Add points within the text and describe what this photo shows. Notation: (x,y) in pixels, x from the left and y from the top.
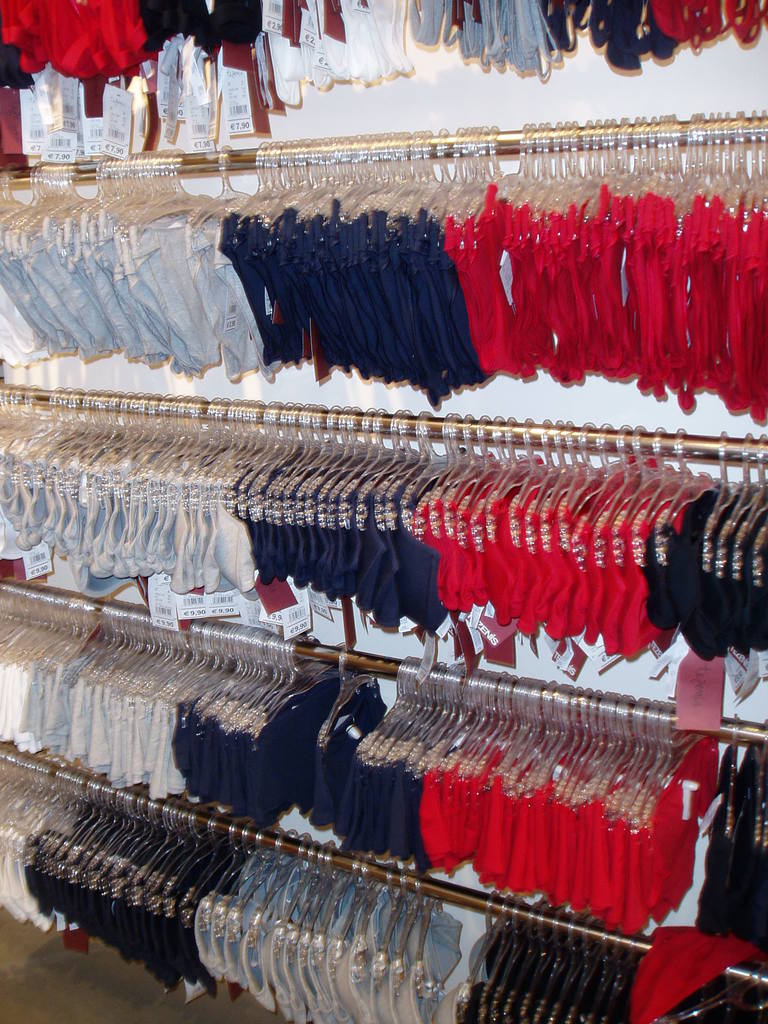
In this image we can see clothes (311,303) hung on the poles (246,631) with the help of the hangers (286,920), there are some rate tags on the clothes (550,275), also we can see the wall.
